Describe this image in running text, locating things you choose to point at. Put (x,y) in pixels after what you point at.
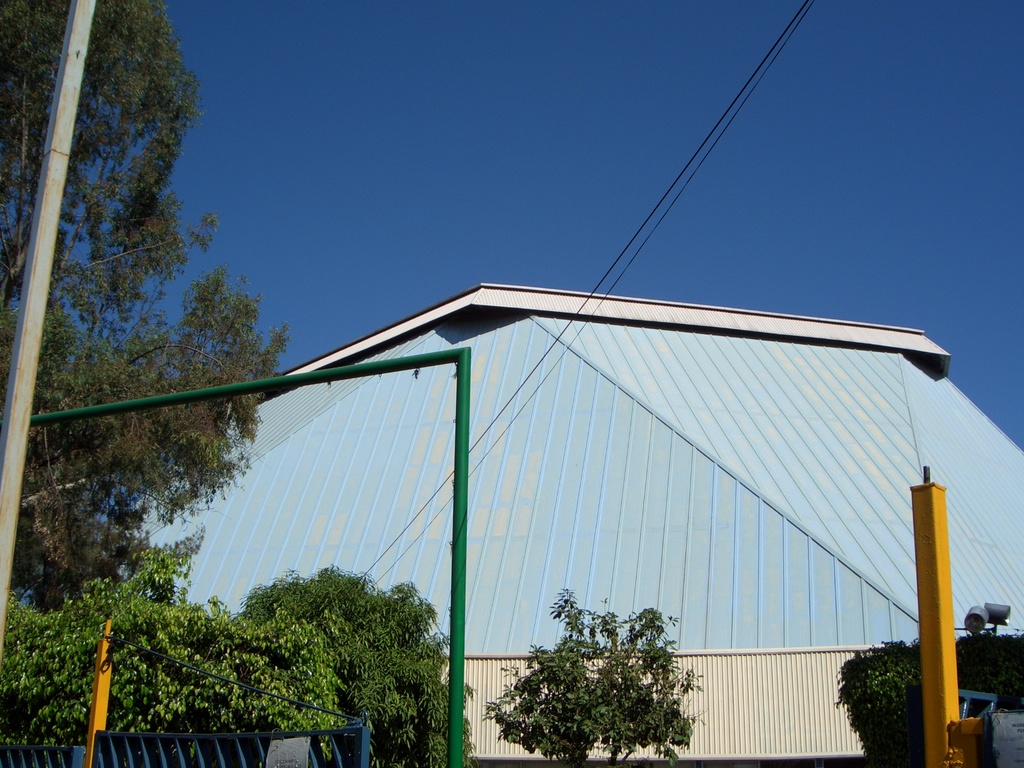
In this image in the center (454,434) there are plants (308,663), poles (7,455) and in the background (761,598) there is a building (440,471) and there are wires (503,409) in front of the building (589,393).
